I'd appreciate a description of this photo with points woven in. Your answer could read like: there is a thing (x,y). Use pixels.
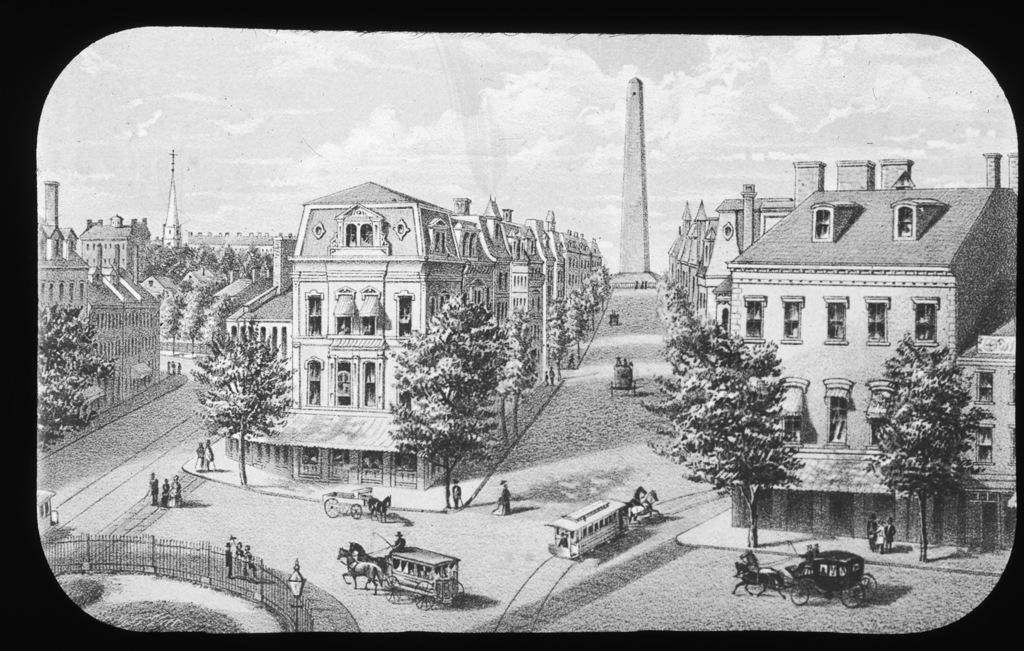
In this we can find a black and white photograph, in the photograph we can see few buildings (414,235), trees (430,335) and carts (553,523).
